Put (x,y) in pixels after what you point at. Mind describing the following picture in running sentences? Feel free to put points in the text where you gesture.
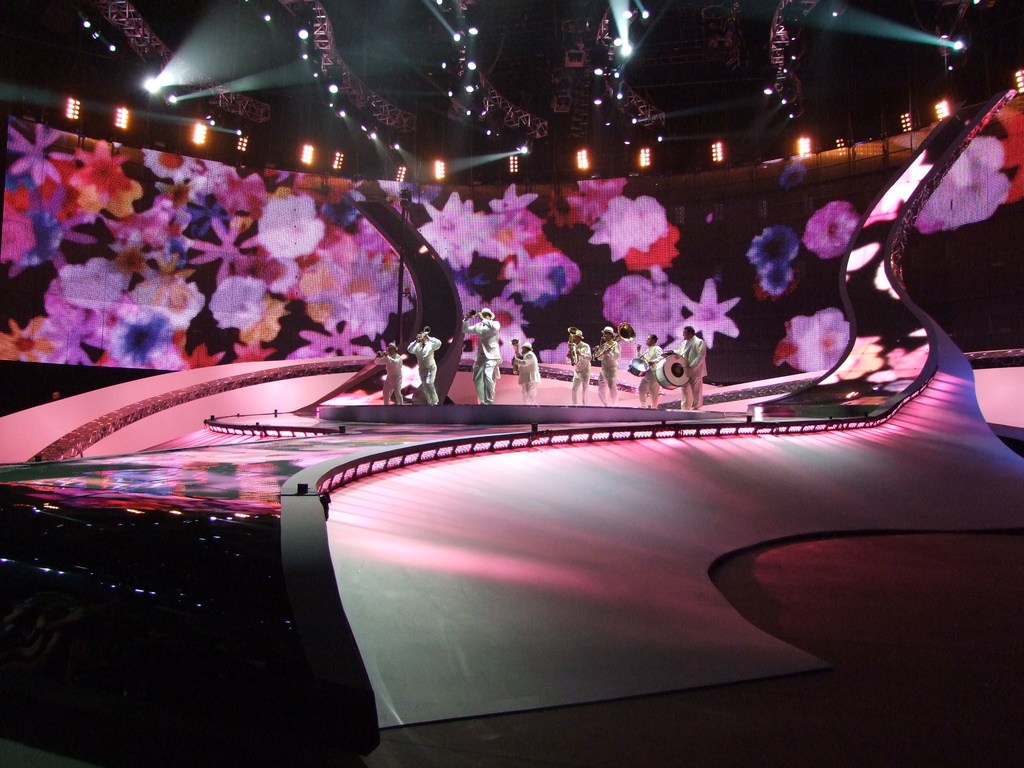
In this image, we can see a group of people (608,362) standing and wearing clothes (532,351). There are two persons (702,373) playing musical drums (665,373). There are some lights (337,166) at the top of the image (625,30).
